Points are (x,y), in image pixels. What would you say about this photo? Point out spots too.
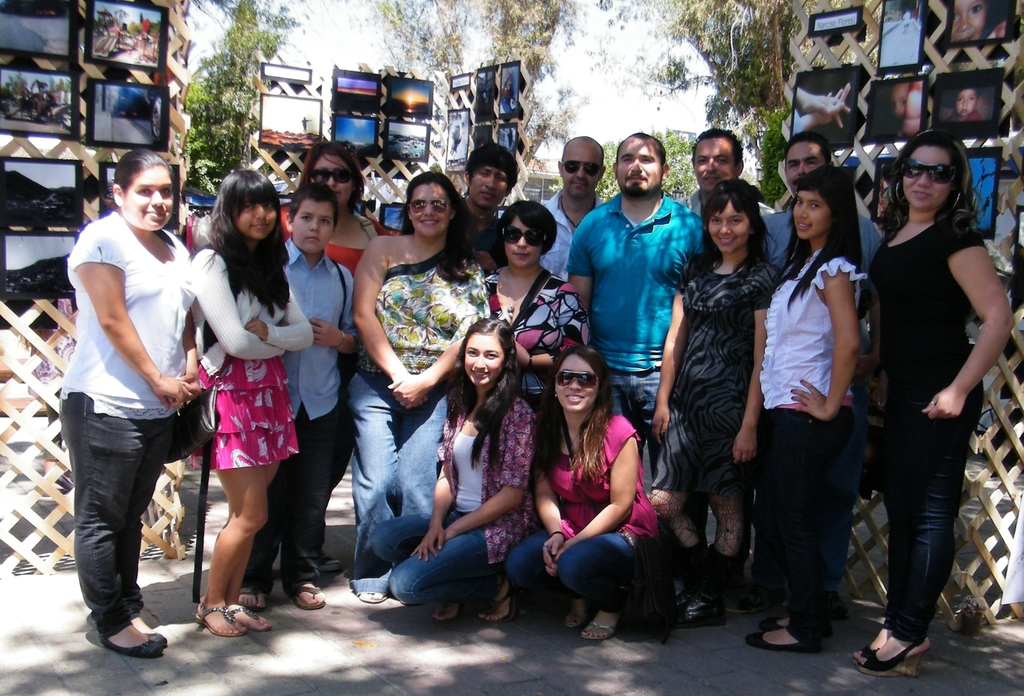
In this picture we can see some people (389,382) are standing and taking picture, back side we can see so many photo frames (29,206) are placed.
